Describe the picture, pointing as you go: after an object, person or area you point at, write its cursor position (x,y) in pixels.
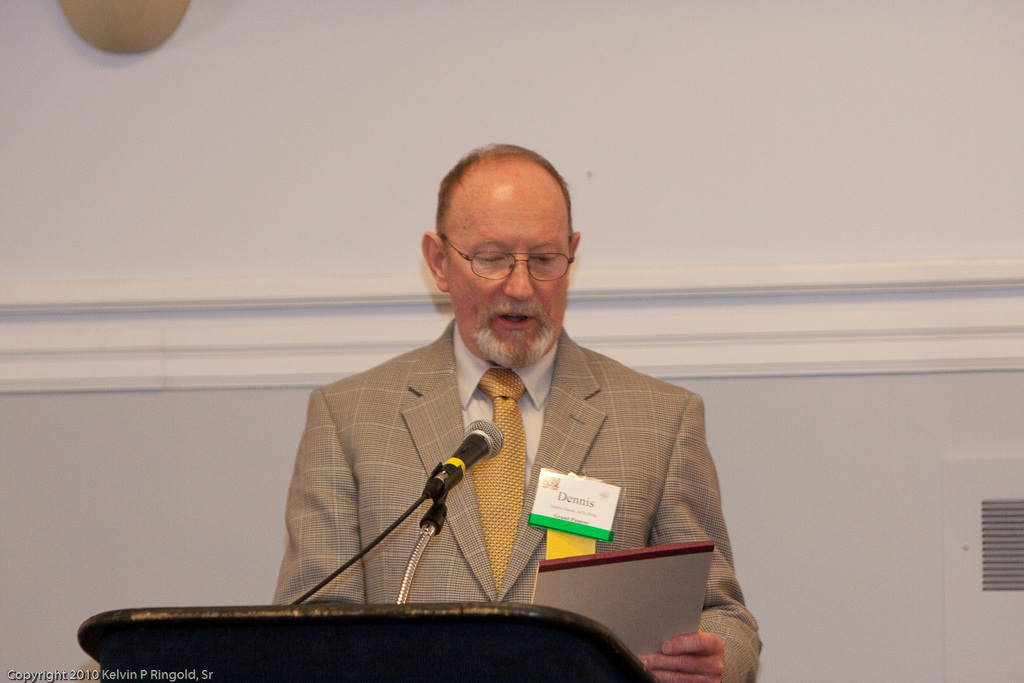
In this image I can see a man (508,385) is standing and I can see he is wearing formal dress (543,433) and specs (550,276). I can also see he is holding a white colour thing (615,563) and on his dress (519,510) I can see something is written on a white colour thing (565,500). In the front of him I can see a mic (444,493) and a black colour thing (468,625). I can also see a white colour wall (136,446) in the background (145,430) and on the bottom left corner of this image (82,673) I can see a watermark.
